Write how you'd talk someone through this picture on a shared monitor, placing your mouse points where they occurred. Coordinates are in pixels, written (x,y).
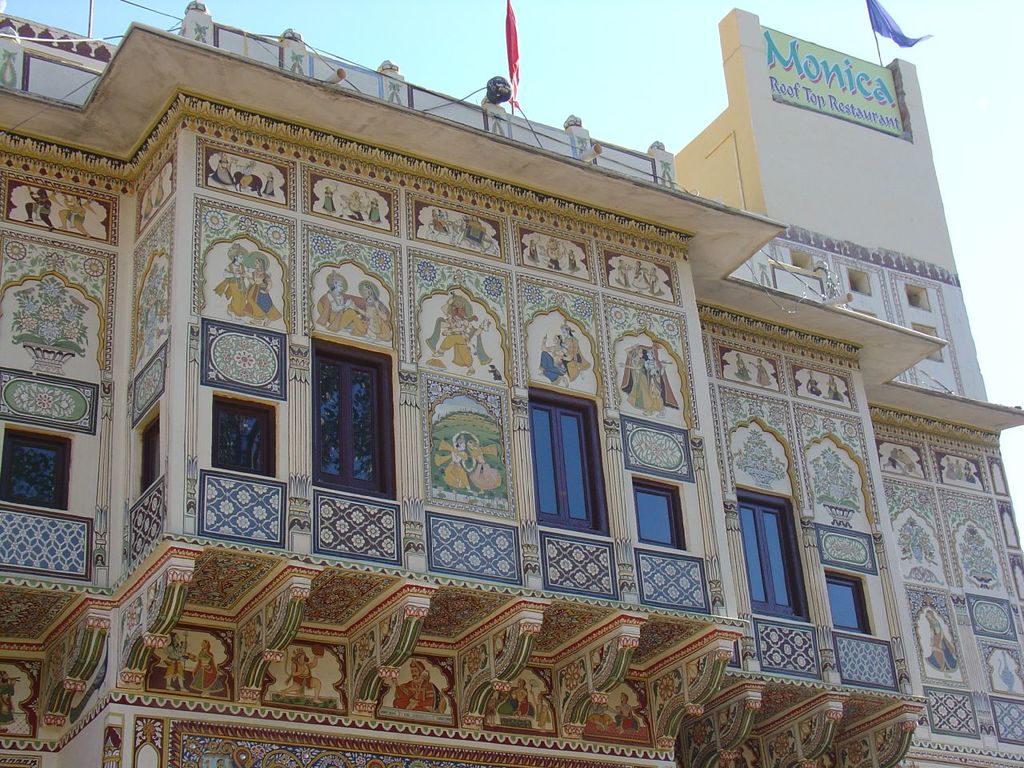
In this image, we can see a building (919,358) and there are some windows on the building (583,605), we can see a hoarding (884,111) on the building (783,141), at the top (855,48) we can see the sky (646,59).
